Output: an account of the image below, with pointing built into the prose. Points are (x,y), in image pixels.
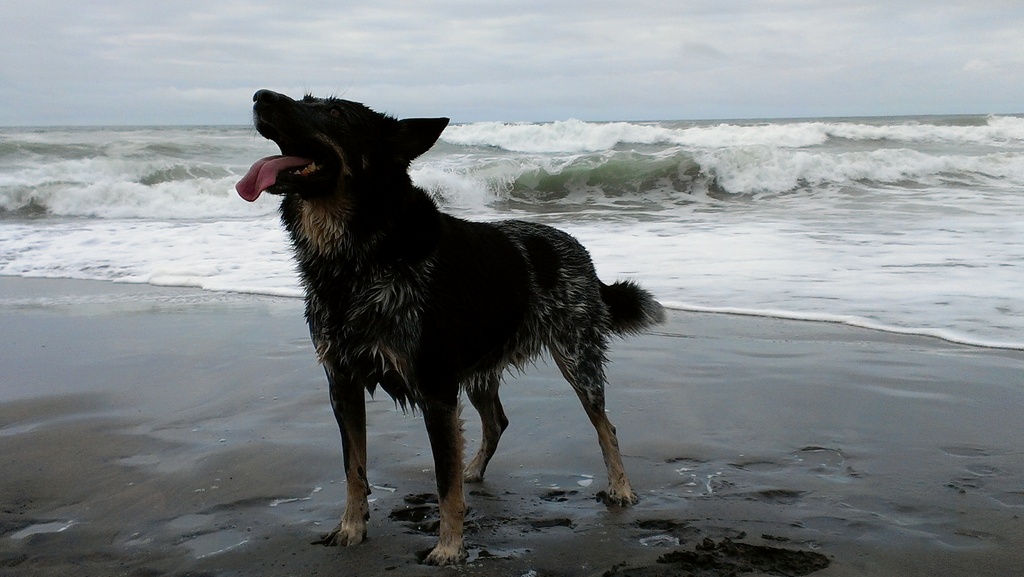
In the image there is a dog (389,308) standing on the seashore (298,401). Behind the dog (281,147) there are waves (467,144). At the top of the image (622,120) there is a sky (730,70) with clouds (711,54).
